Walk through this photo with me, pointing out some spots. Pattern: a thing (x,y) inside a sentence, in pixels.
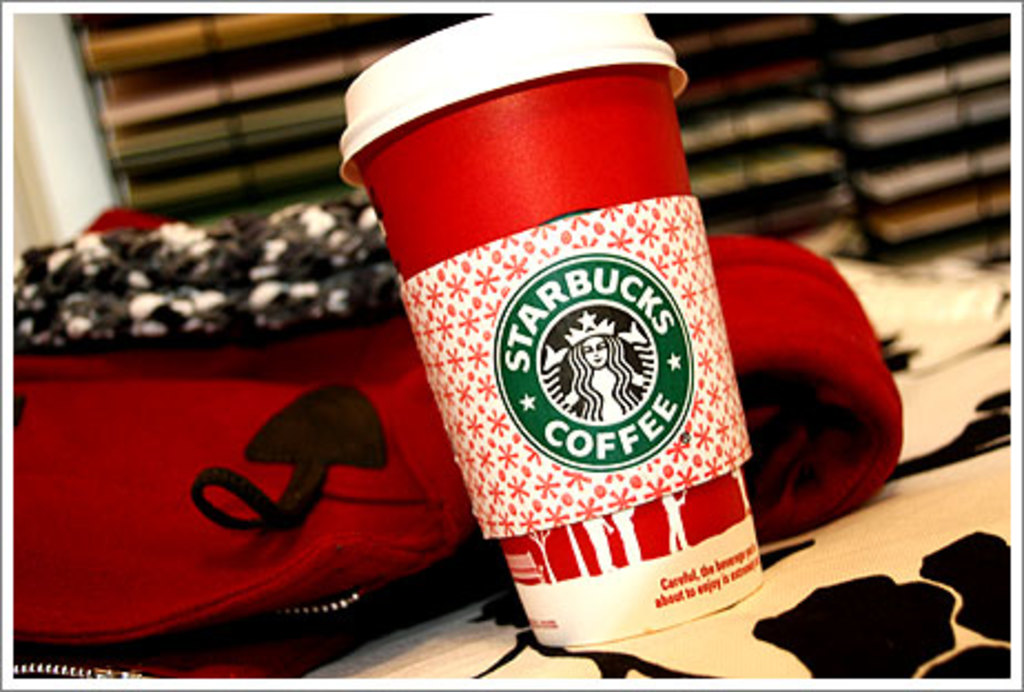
In this image I see a cup (592,589) and on which it is written "Starbucks Coffee".
